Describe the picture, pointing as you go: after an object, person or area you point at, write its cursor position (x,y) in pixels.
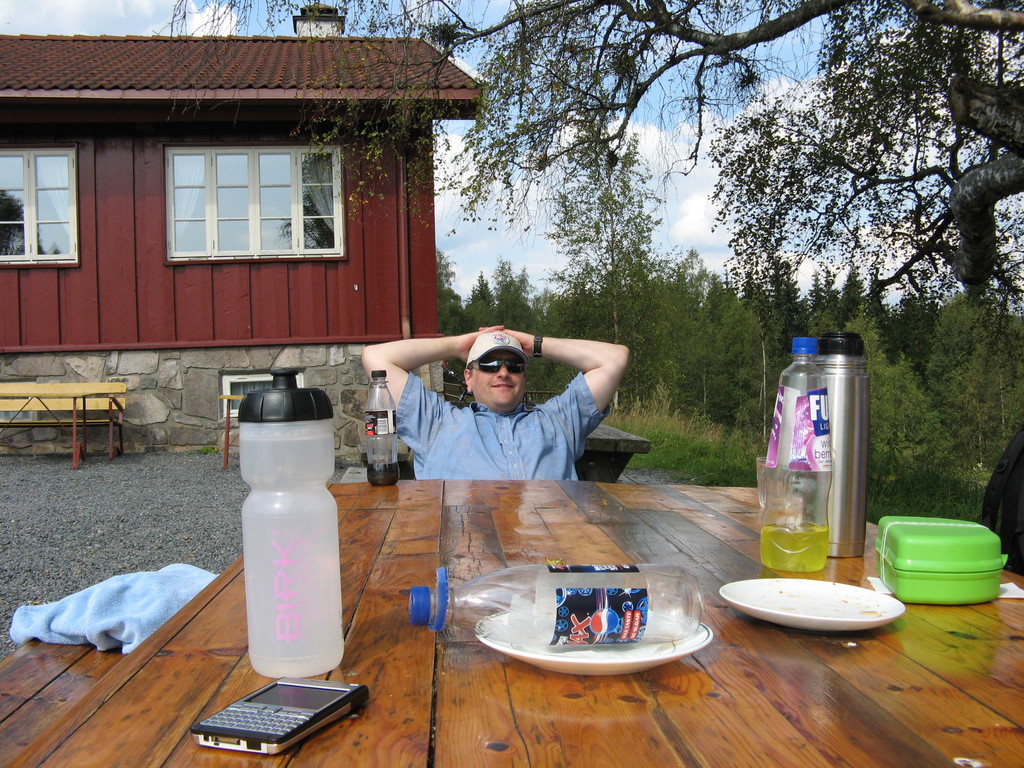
This is a picture taken in the outdoor, the man (571,398) in blue shirt (478,430) sitting on a chair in front of the man (471,442) there is a wooden table (527,516) on the table (496,519) there is a bottle (281,605), mobile (289,734), plate (608,667), box (936,547) and a cloth (146,610). Background of this person (501,430) is a house (370,244), trees (594,258) and a sky (670,264).
